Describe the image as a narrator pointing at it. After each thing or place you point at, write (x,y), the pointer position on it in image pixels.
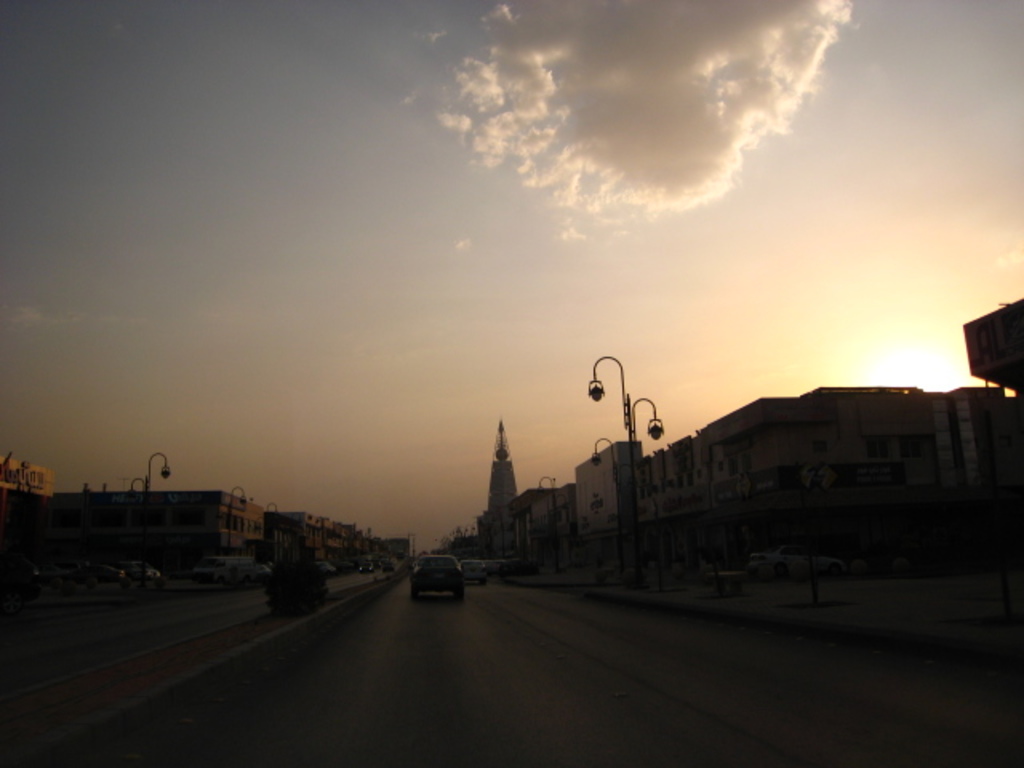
In this picture we can see vehicles (425,559) on the road (512,632), in the background (160,521) we can find few buildings (182,499), poles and clouds (481,85).
